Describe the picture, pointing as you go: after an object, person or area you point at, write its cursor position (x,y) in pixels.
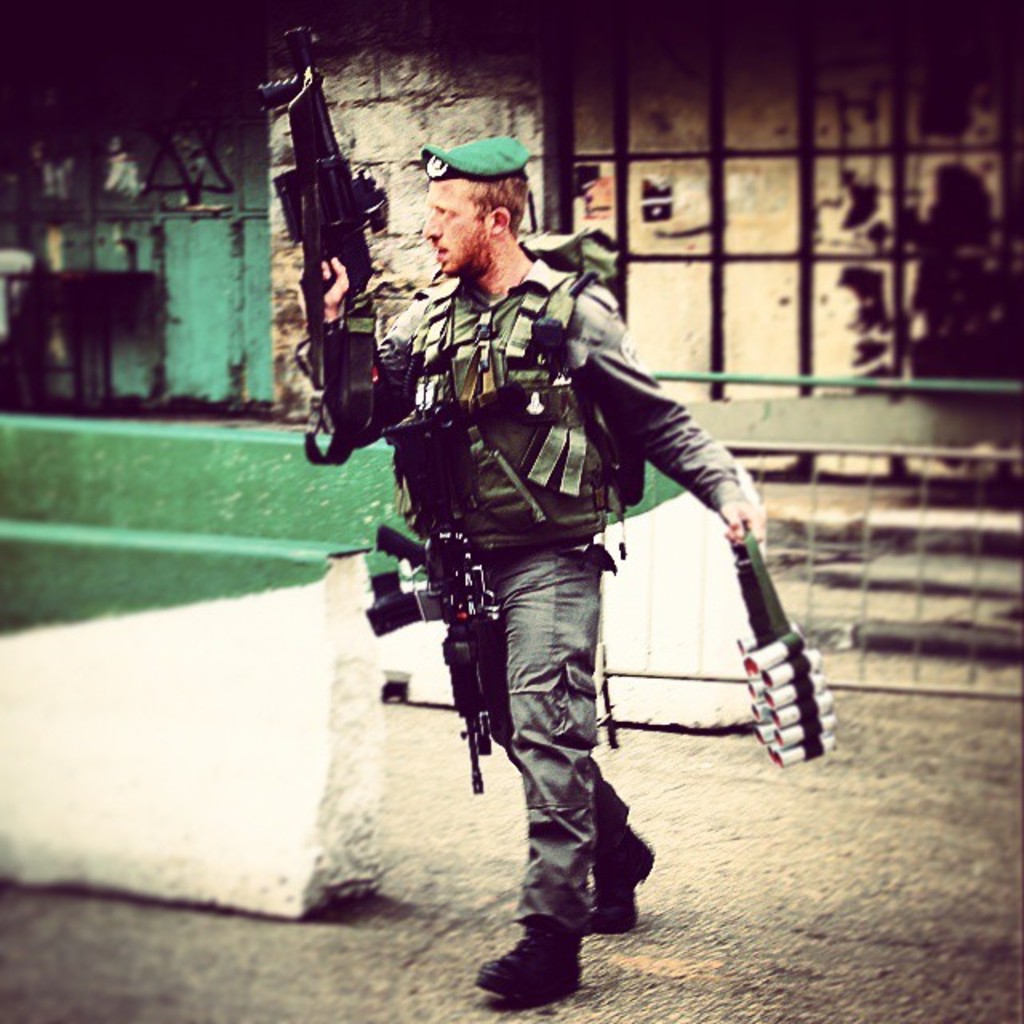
In this picture there is a man (553,891) walking and holding a gun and object (796,752) and we can see walls (370,784), ground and objects (852,507). In the background of the image (734,163) we can see posts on the wall (676,191) and grille (759,258).
